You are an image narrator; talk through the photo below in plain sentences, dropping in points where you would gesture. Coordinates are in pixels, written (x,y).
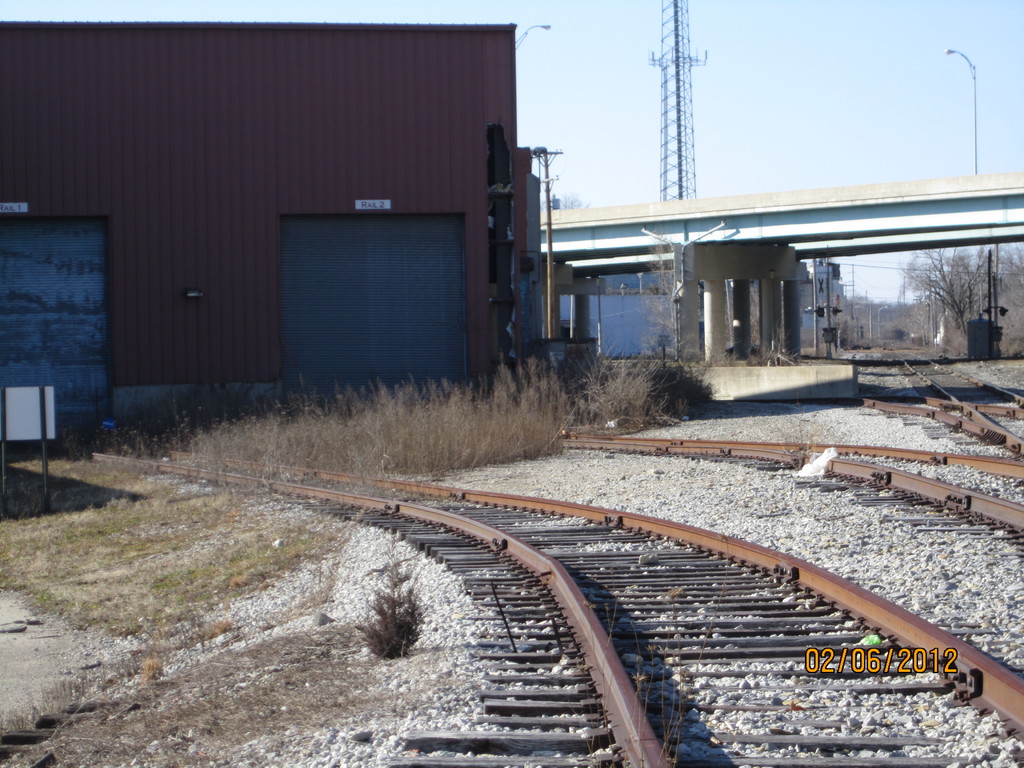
In this image we can see shed (266,317), bridge (966,236), street poles (975,93), street lights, tower (670,150), trees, grass (284,405), ground (236,666), stones (444,631) and railway tracks (644,579).
